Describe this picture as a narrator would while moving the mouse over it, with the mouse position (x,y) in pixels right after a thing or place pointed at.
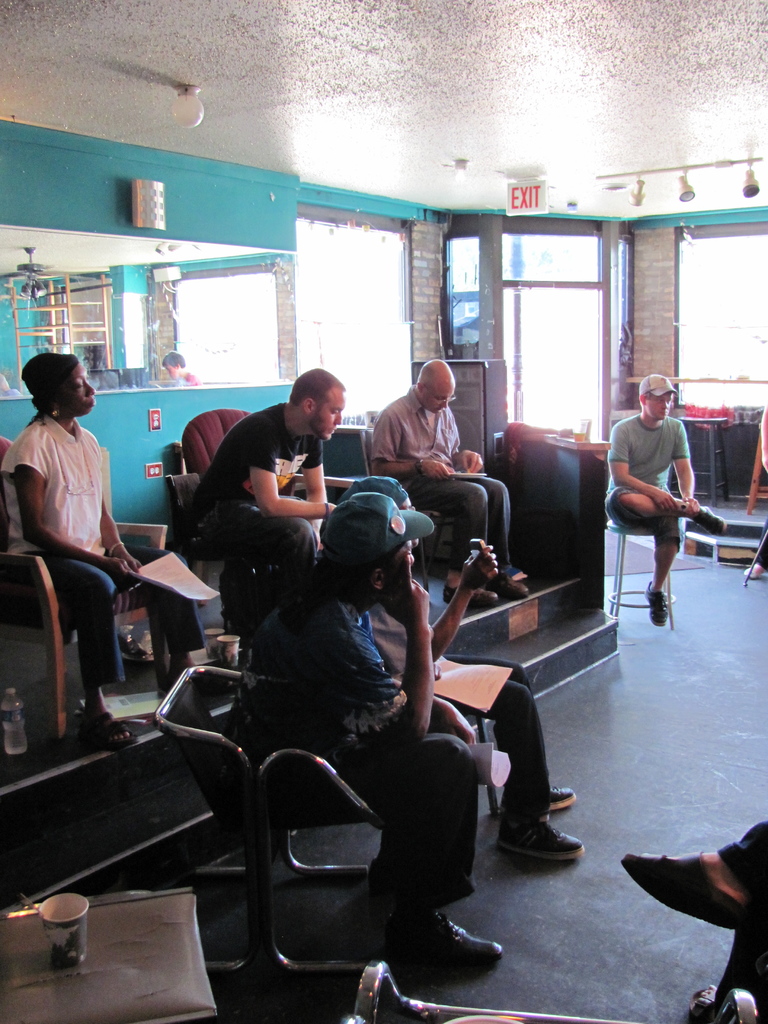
In this image I can see number of people (441,436) are sitting on chairs (329,800), I can see he is wearing a cap (650,378). In the background (711,166) I can see few lights (749,192).
